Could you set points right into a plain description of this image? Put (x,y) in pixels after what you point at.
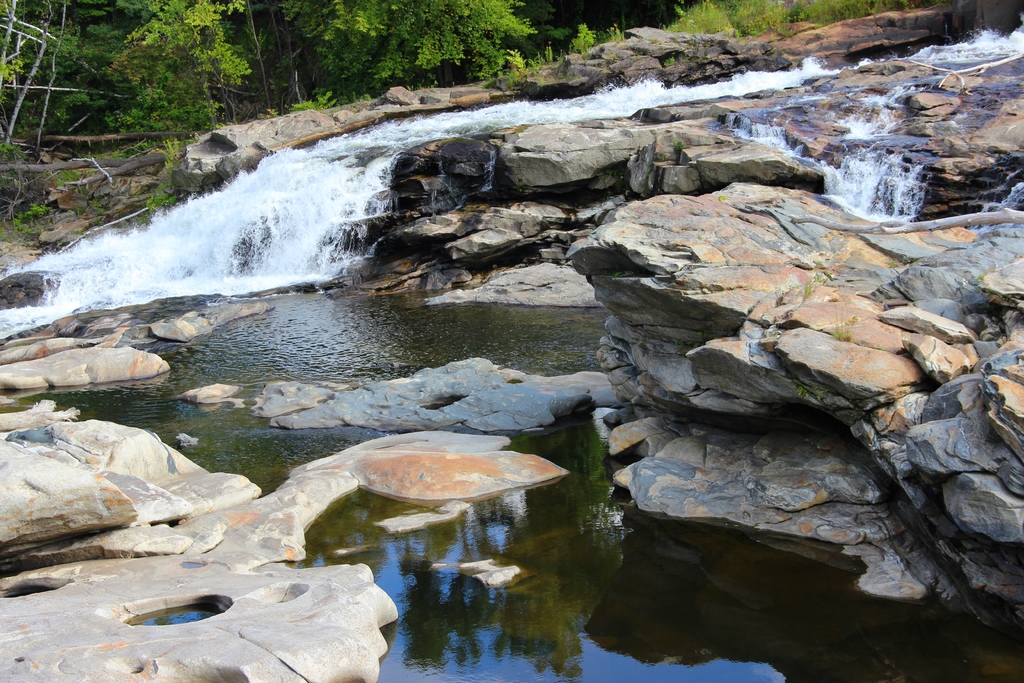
This is the picture of a waterfall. In this image there is a waterfall (827,76) and at the back (292,20) there are trees (296,45). At the bottom (581,565) there is water (581,565), there is a reflection (421,682) of sky (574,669) on the water (614,544).
